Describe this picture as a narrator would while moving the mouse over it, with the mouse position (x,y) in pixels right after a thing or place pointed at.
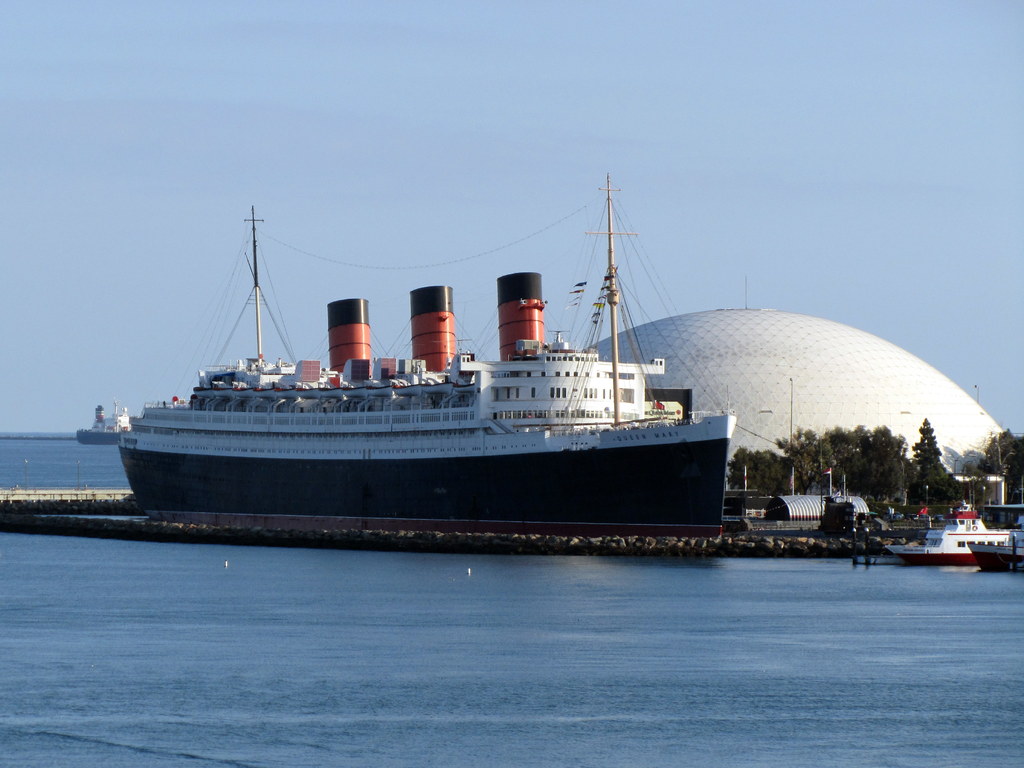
In this image I can see ships (957,512) and there are trees (896,470) and a building (924,375) at the back (836,410). There is sky (421,162) at the top (421,162).
